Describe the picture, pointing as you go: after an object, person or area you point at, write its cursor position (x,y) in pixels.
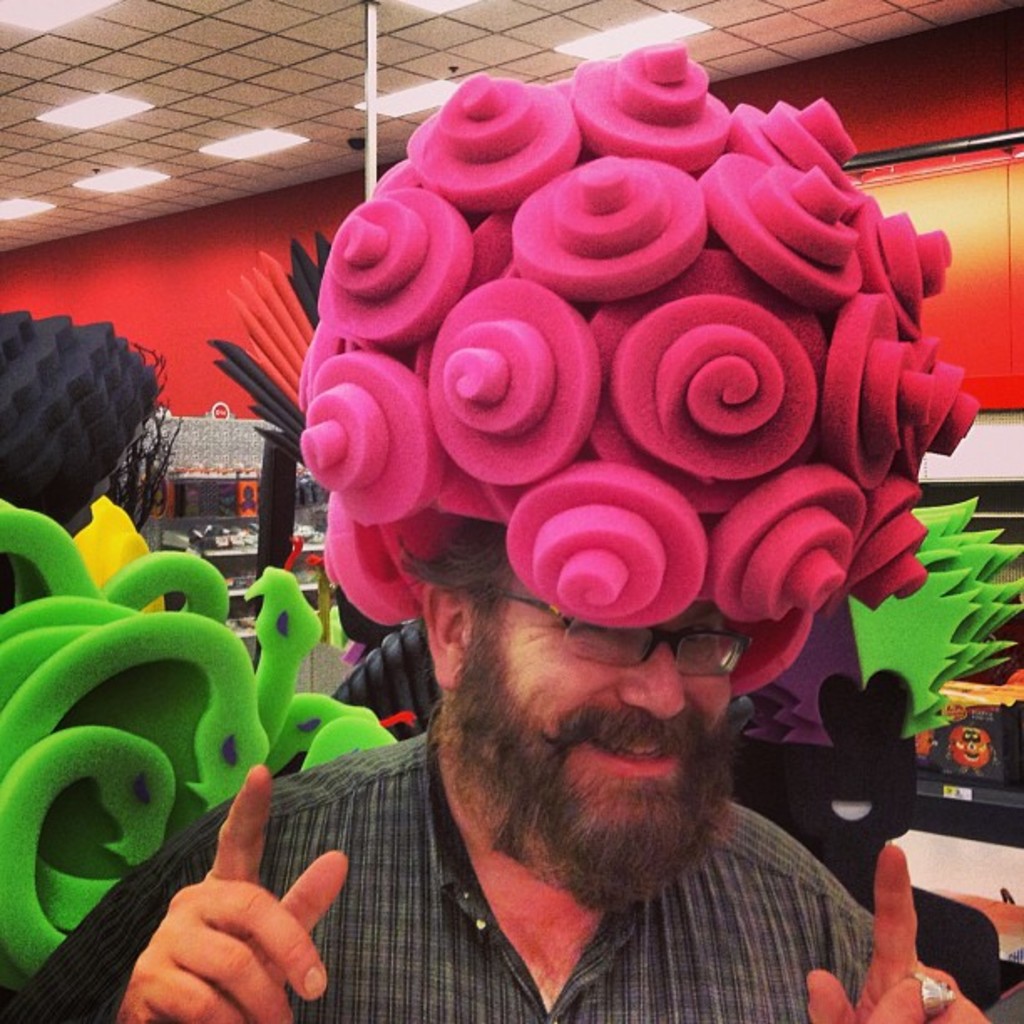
In this image there is one person (517,795) standing and wearing a different kind of cap (538,437), and there are some objects (279,602) in the background (820,731) and there are some lights (61,110) arranged at top of this image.
